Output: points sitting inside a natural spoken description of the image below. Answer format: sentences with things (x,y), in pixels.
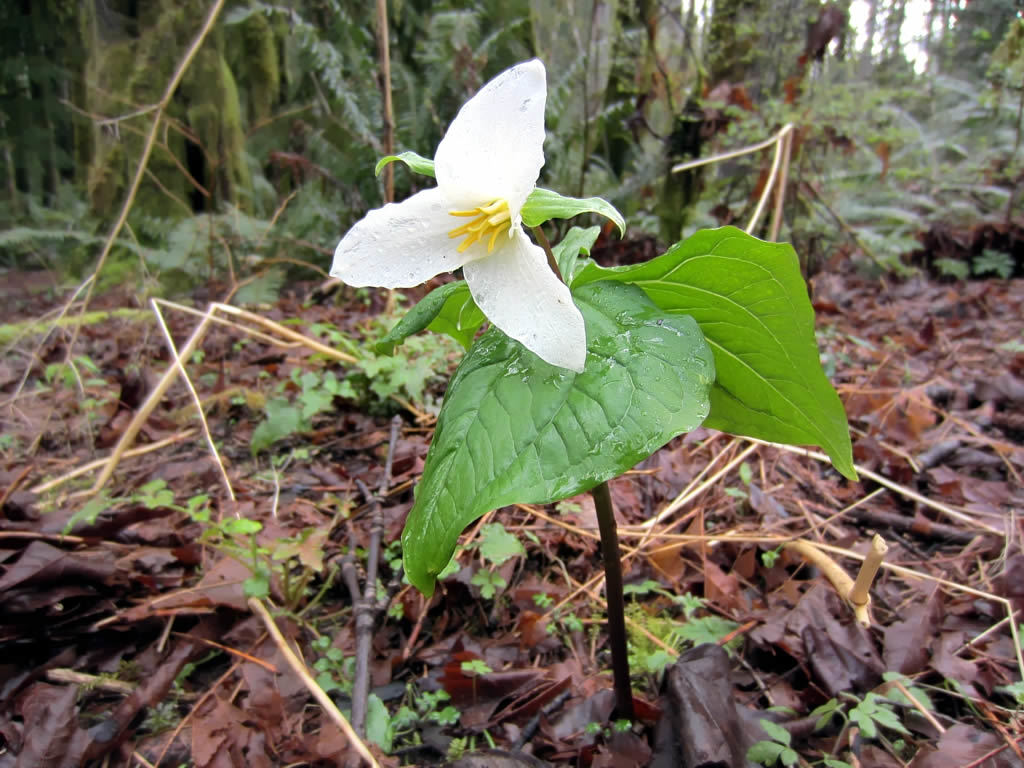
In the image in the center (511,468) we can see one plant (567,399), white color flower (419,234) and dry leaves (376,293). In the background (783,40) we can see trees (764,40) and sticks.
